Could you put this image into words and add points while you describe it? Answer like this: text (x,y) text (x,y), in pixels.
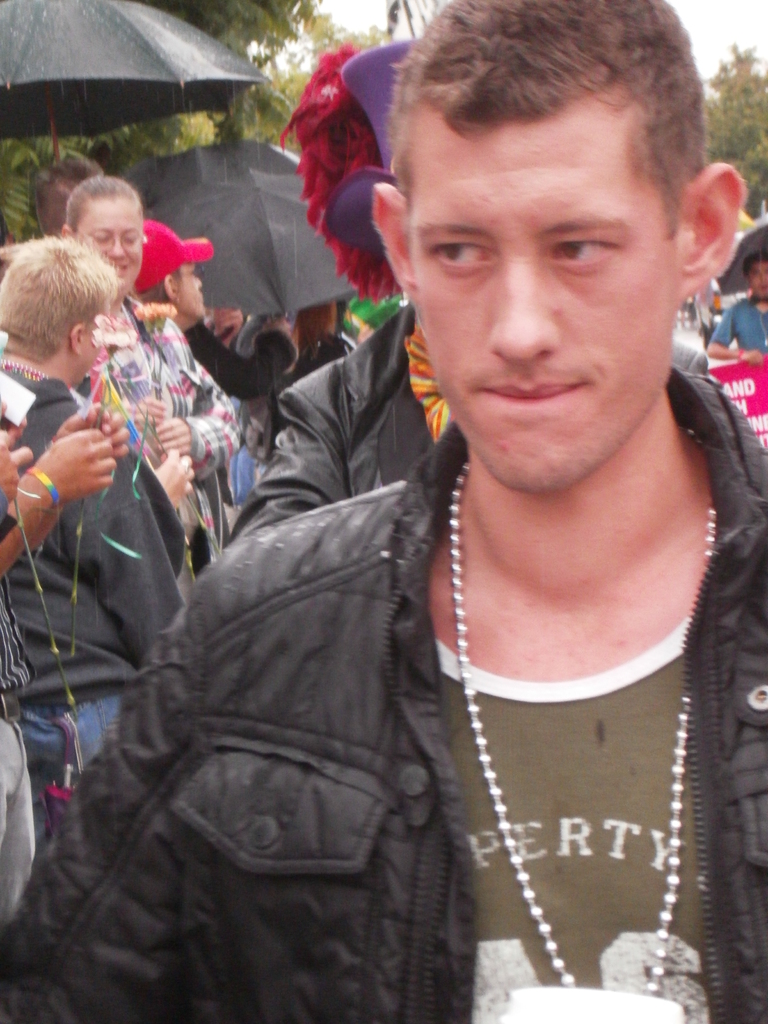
In this image, there are group of people (101,607) standing and wearing clothes (415,423). There are umbrellas (228,172) in the top left of the image (124,59).
